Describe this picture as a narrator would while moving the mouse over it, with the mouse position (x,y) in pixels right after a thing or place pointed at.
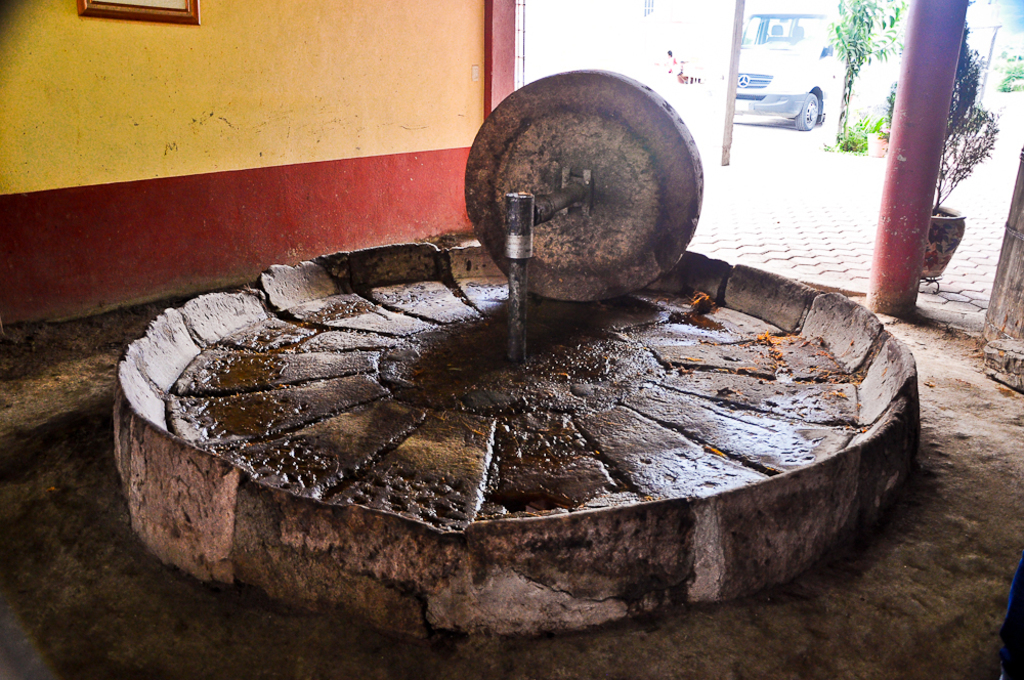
In this picture we can see an object (635,288), house plants (947,151), pillar (902,147) and a frame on the wall (231,82) and in the background (744,49) we can see a vehicle (773,21).
